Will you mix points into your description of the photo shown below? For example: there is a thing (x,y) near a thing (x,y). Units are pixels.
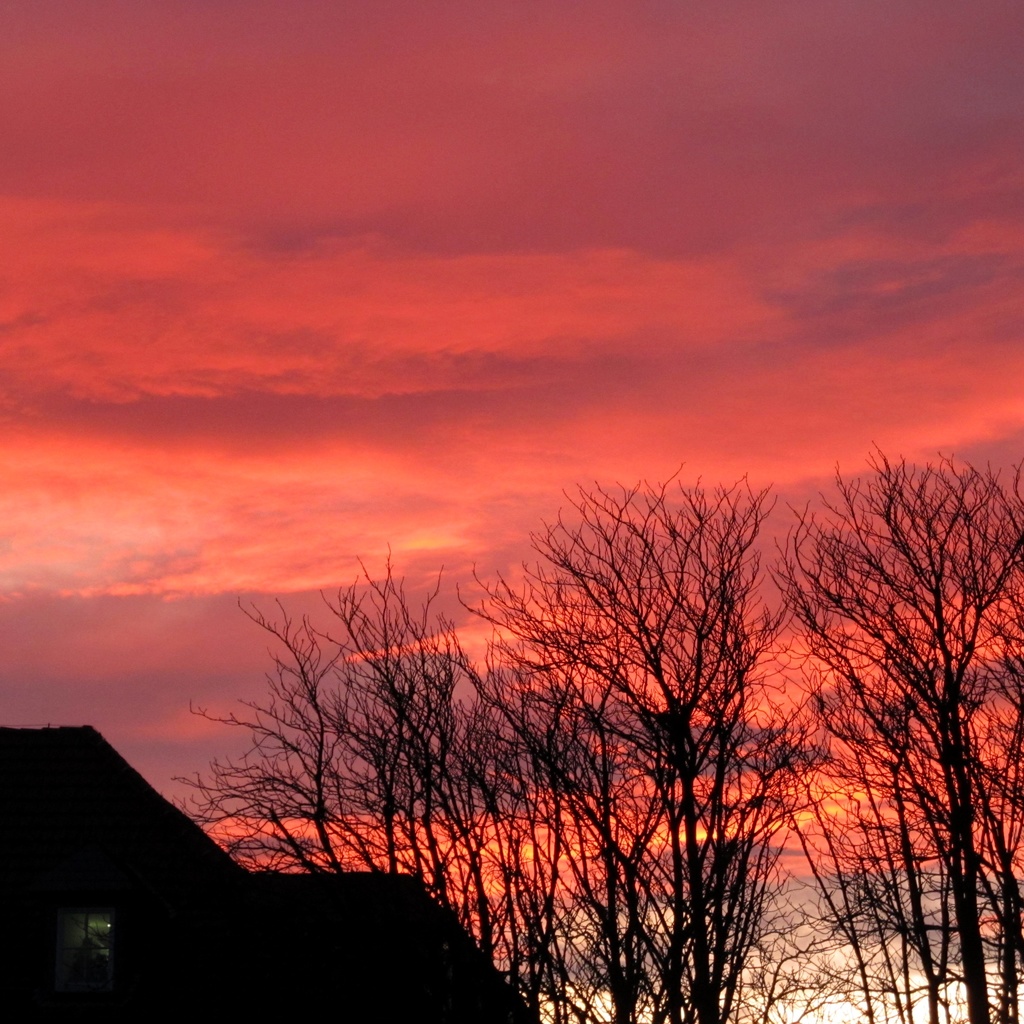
In this image we can see a house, a group of trees (605,751) and the sky (392,307) which looks cloudy.
